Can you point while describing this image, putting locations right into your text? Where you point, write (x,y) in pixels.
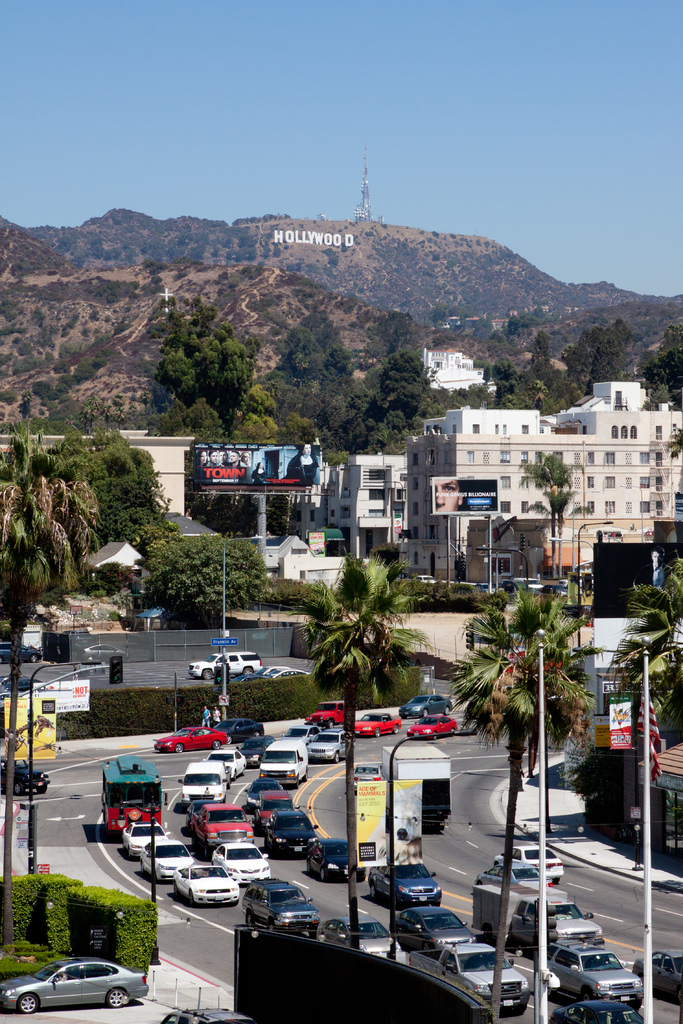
In this image we can see mountains (254,256), buildings (310,510), trees (361,604), poles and cars (223,825) are moving on the road (213,921).
